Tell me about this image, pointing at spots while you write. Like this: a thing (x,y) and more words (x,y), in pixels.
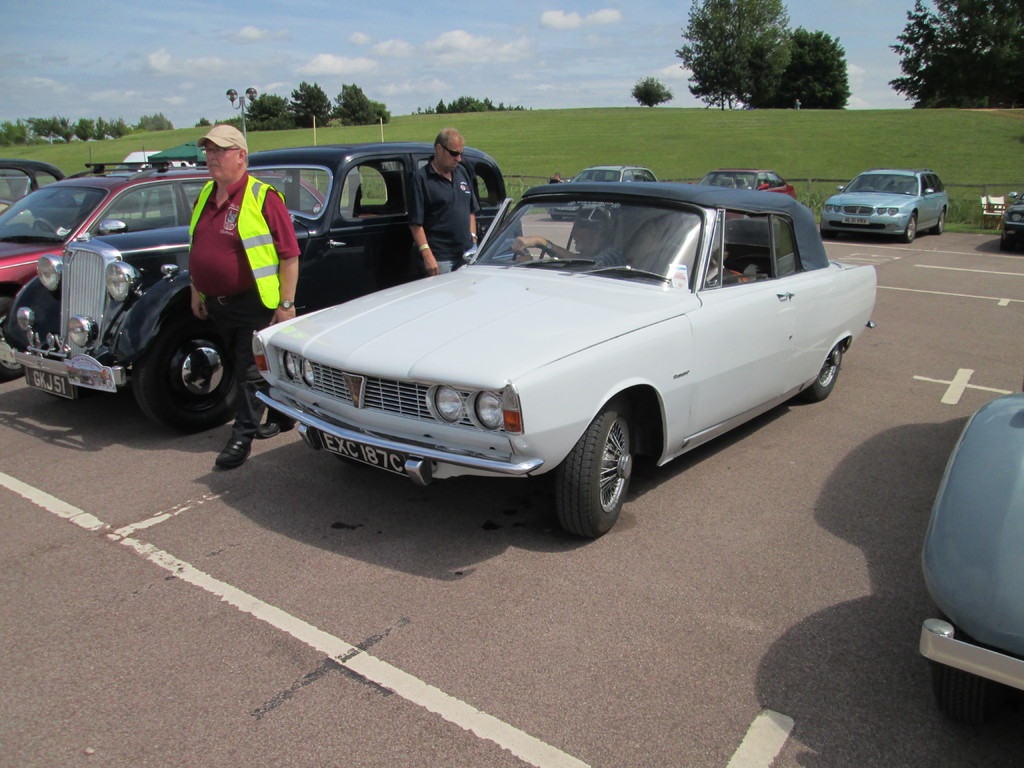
In this picture I can see vehicles (147,205) on the road (451,729). There are two persons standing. I can see a canopy tent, grass (901,123), trees (780,51), and in the background (669,45) there is the sky (446,33).
